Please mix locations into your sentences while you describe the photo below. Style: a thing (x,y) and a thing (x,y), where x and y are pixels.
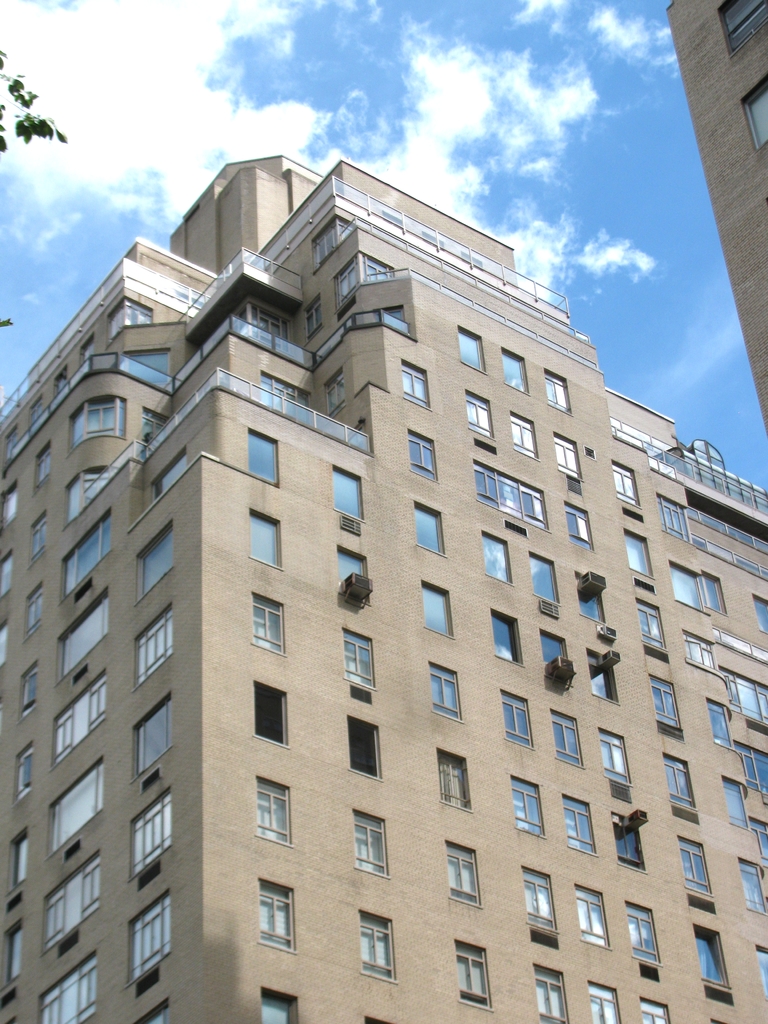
In the picture I can see the buildings (610,541) and glass windows (627,836). I can see the air conditioners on the wall (486,743) of the building (340,506). I can see the green leaves (41,129) on the top left side of the picture (22,104). There is another building (700,137) on the top right side (708,114). There are clouds (56,87) in the sky (6,180).
